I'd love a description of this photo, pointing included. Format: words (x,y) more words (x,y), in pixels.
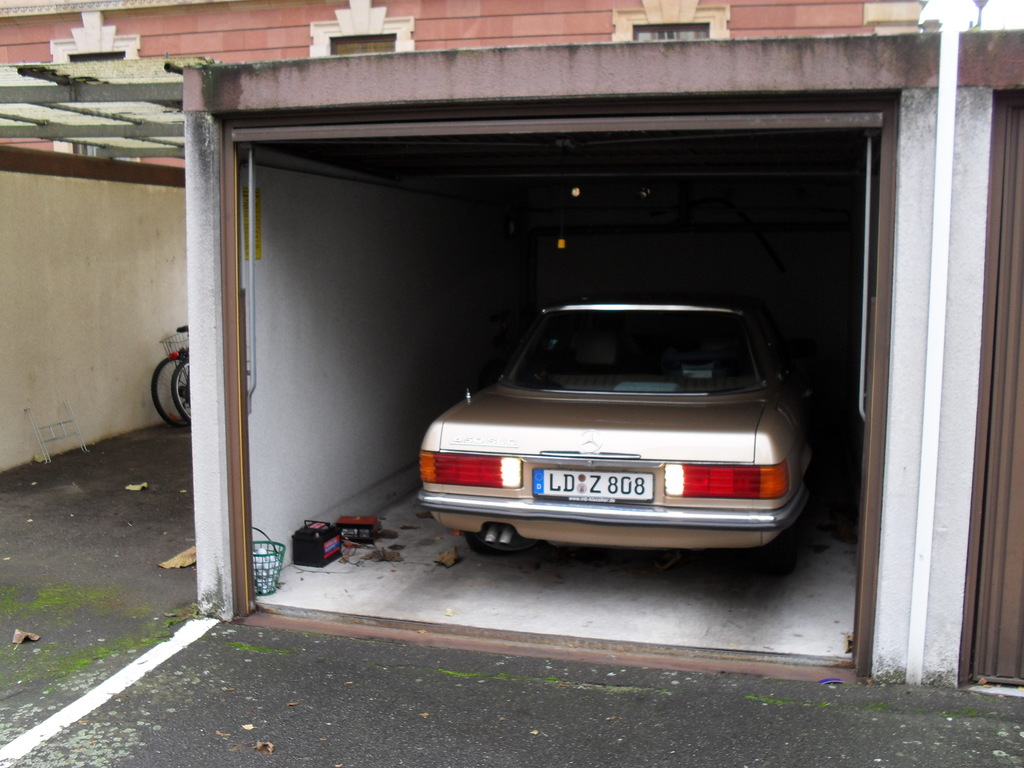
In the picture I can see a vehicle (578,395) in the garage (200,385). Here I can see bicycles (180,381) and some other objects (311,554) on the ground (355,559). I can also see a white color line (124,678) on the ground (137,658).
